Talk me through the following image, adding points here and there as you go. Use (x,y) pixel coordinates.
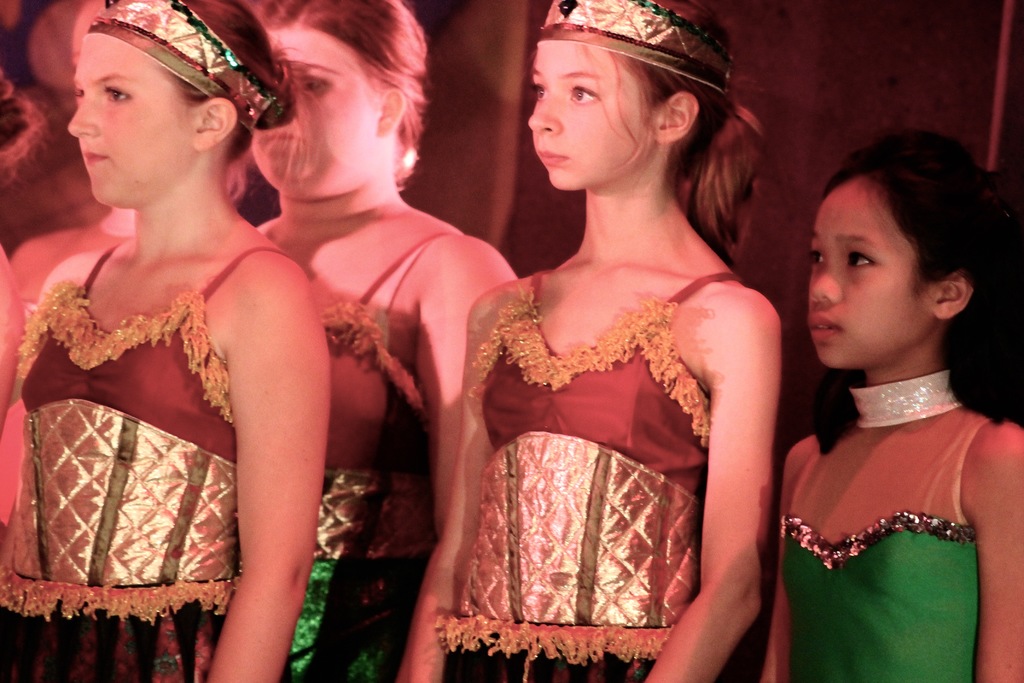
In the center of the image (424,415) we can see girls (537,453) standing and dressed in a costume (529,403). They are wearing crowns (182,27).
